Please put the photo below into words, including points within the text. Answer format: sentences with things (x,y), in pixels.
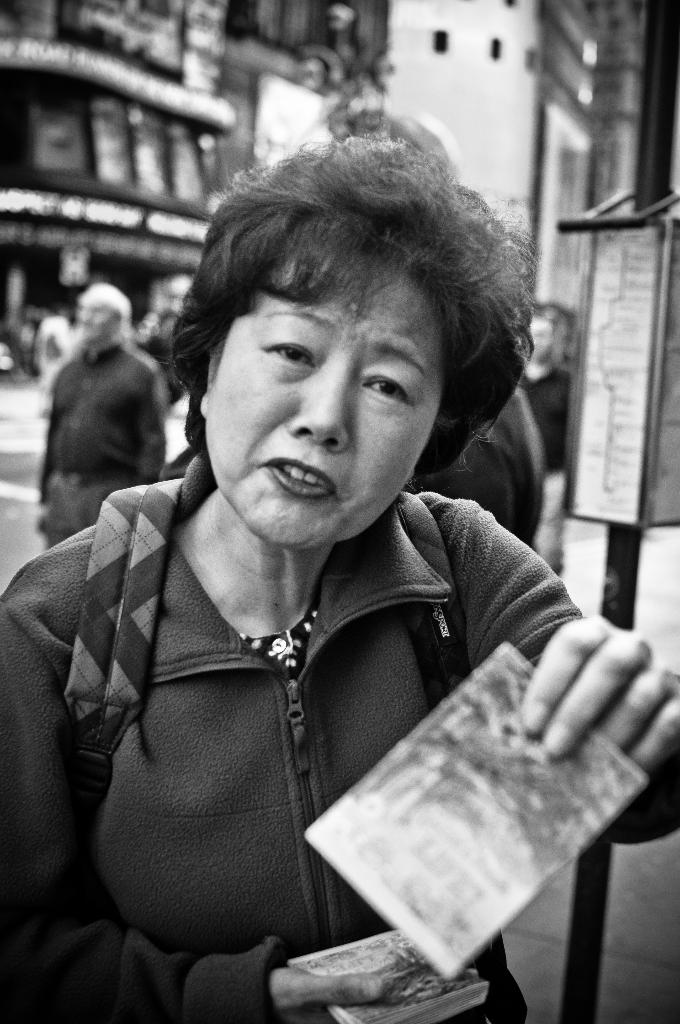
It is the black and white image in which there is a woman (267,689) showing the pictures (425,836). In the background (98,359) there are few people (62,469) walking on the road (23,495). On the right side (624,557) there is a pole (606,436). In the background (284,22) there are buildings (485,77).
